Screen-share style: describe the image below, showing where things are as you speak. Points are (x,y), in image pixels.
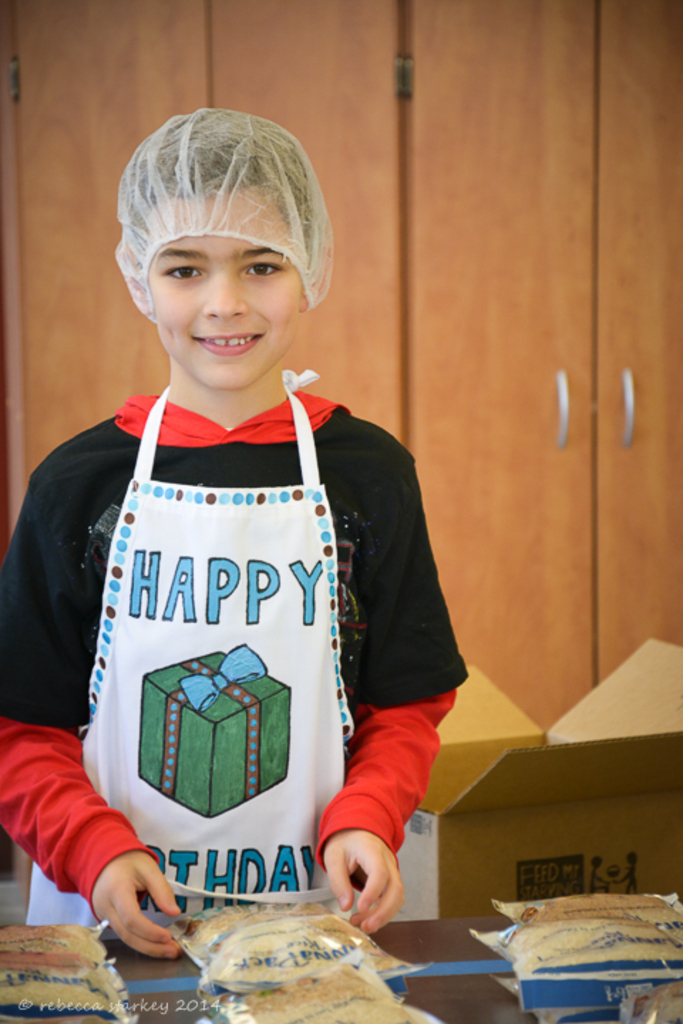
This image consists of a boy (409,490) wearing an apron (243,799). In front of him, there are packets (372,975) of food (343,979) kept on the table (164,997). In the background (104,199), there are cupboards (540,614) made up of wood (554,330).
